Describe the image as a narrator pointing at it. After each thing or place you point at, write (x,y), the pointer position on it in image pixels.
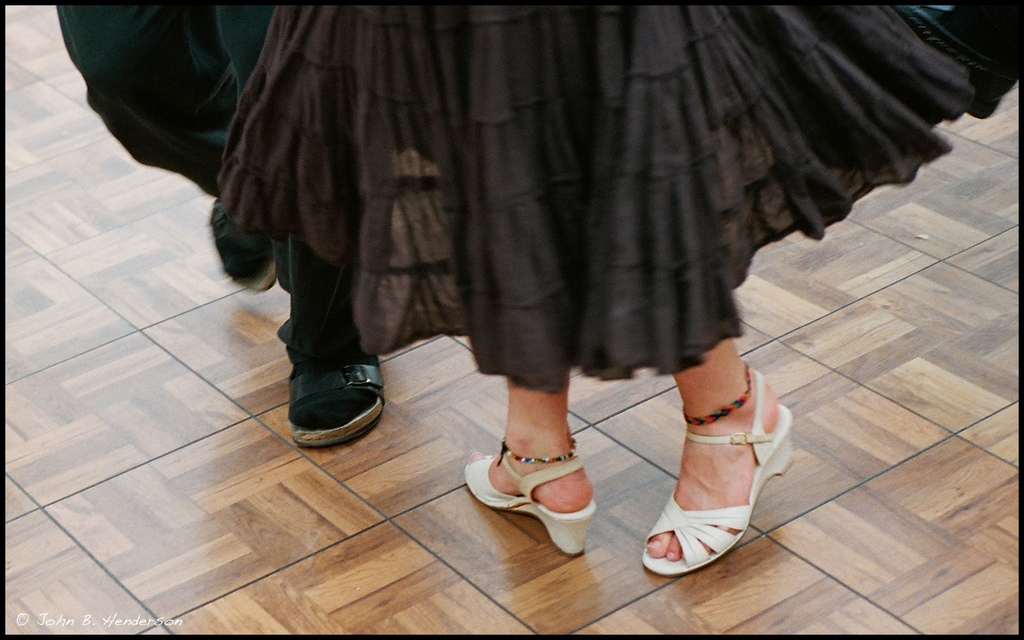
In the center of the image (351,360) we can see legs (218,78) of people (365,349). At the bottom (431,538) there is floor (697,599).
